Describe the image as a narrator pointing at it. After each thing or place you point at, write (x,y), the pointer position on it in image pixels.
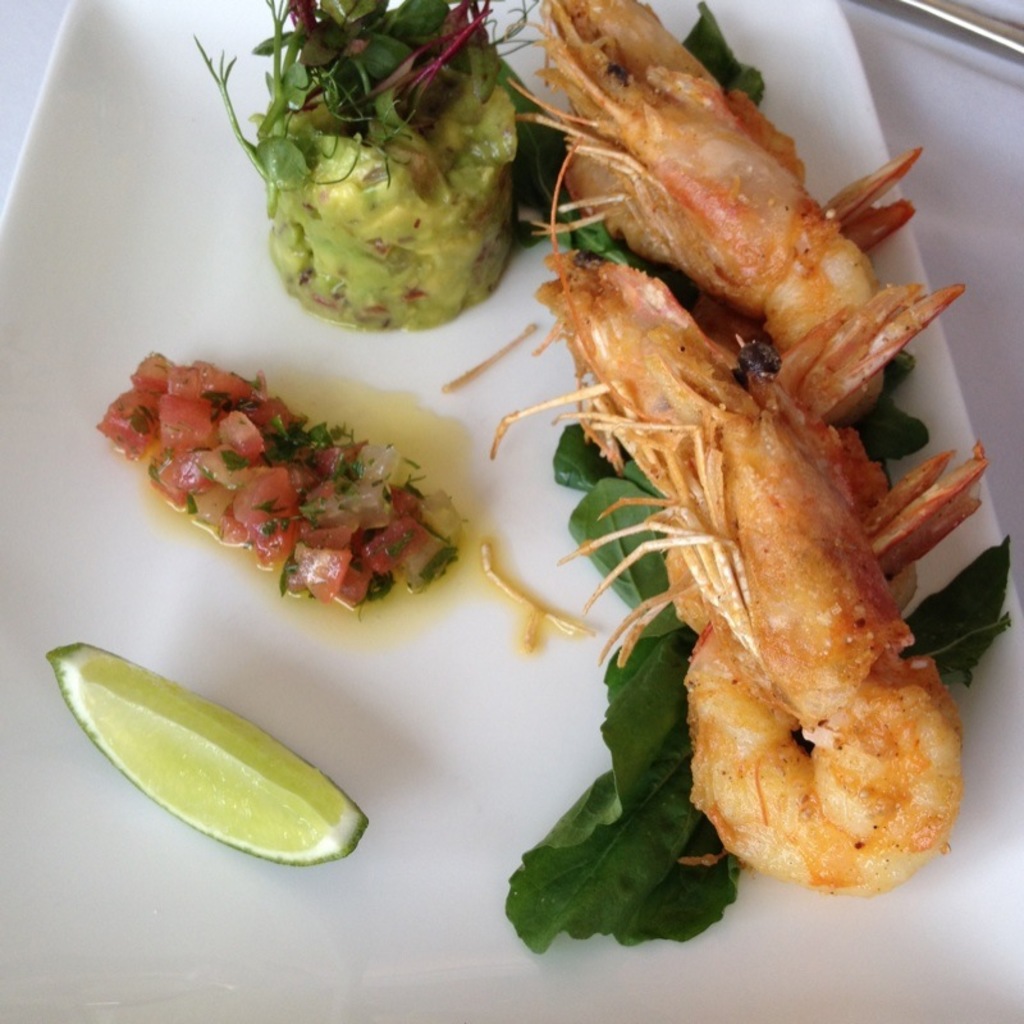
In this image we can see a serving plate (519,258) which consists of salad (453,527), fried prawns (775,393), leaves (631,746) and a lemon wedge (332,785).
